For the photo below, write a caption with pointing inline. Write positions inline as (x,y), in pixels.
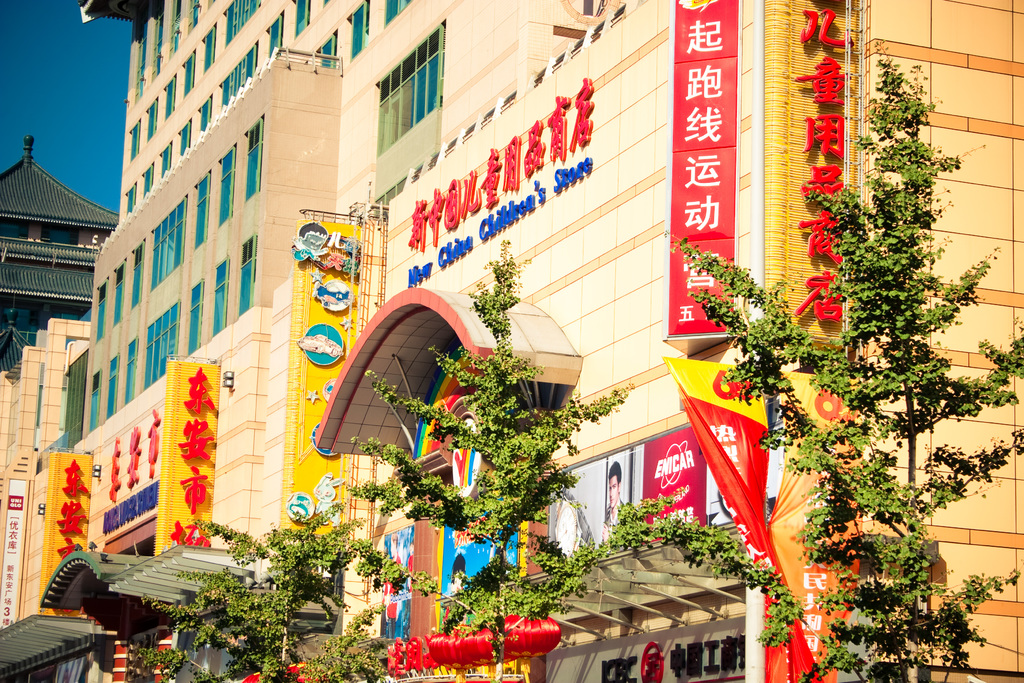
In this picture I can see buildings (360,333), trees (767,572) and some names (436,213) on the buildings (216,330). Here I can see a flex banner (748,551), and board (723,517) which has something written on it. On the left side (65,144) I can see the sky (58,156).
